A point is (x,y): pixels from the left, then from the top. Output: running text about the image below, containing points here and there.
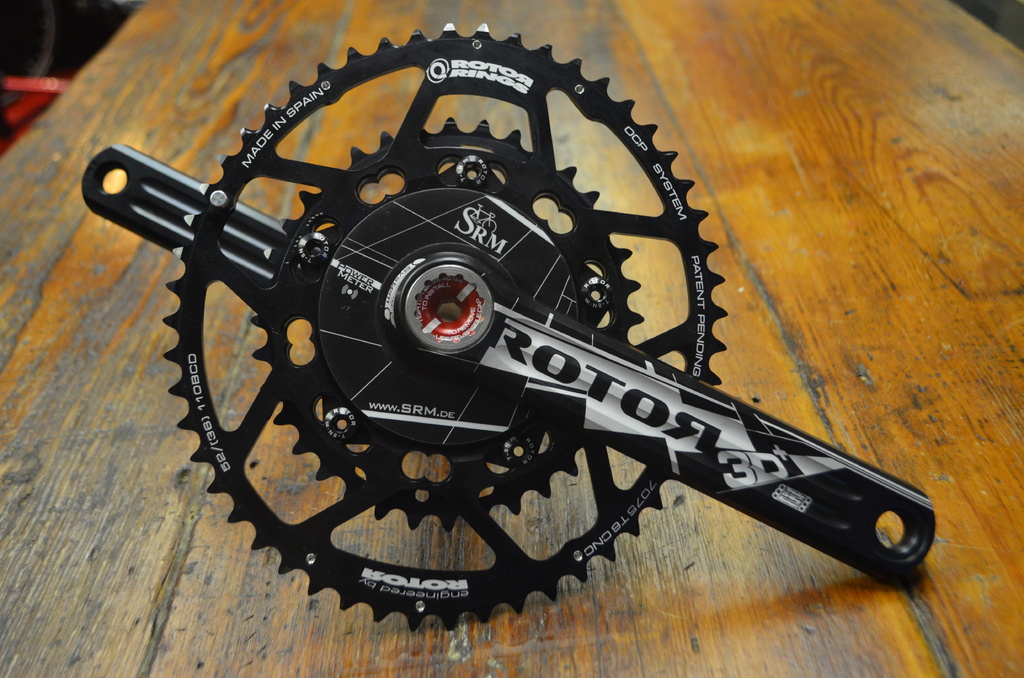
In this image, we can see a table (894,347), in the middle of the table (843,639), we can see a metal instrument (703,333).
